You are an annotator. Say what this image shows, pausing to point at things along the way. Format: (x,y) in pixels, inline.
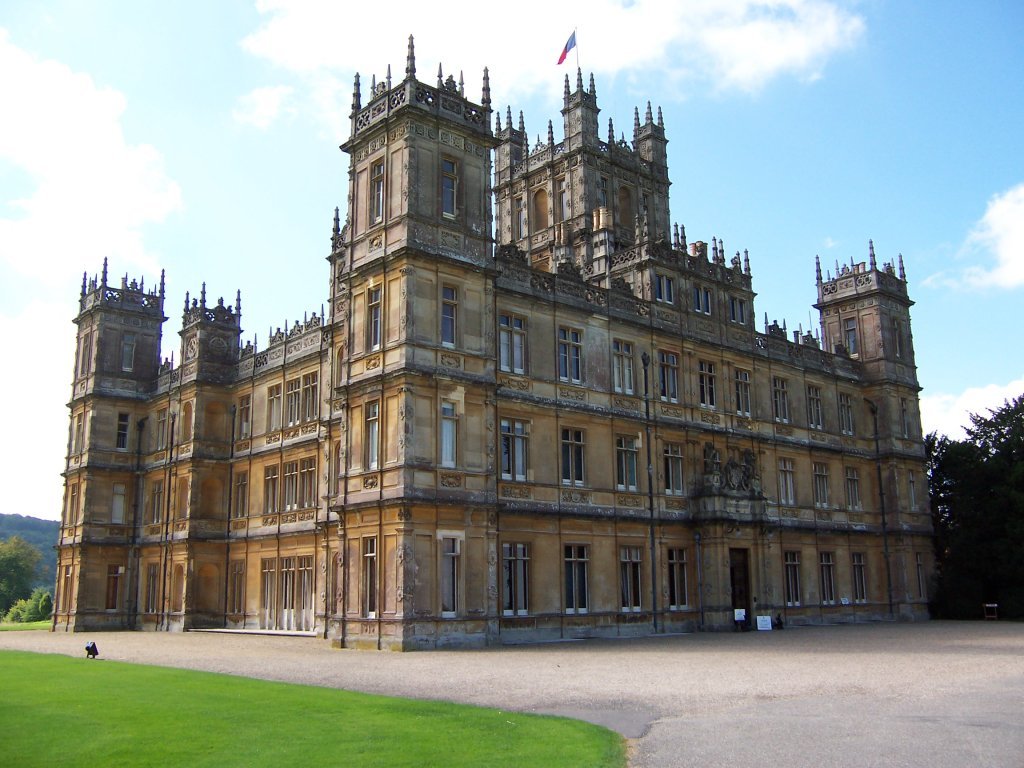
At the bottom of the picture (455,710), we see the grass (300,717) and the road (569,715). In the middle of the picture (466,303), we see a castle (486,389). On top of the castle (483,521), we see a flag (566,54) in red and blue color. On either side of the picture, there are trees (43,555). At the top (167,112), we see the sky (268,149) and the clouds (542,25).
